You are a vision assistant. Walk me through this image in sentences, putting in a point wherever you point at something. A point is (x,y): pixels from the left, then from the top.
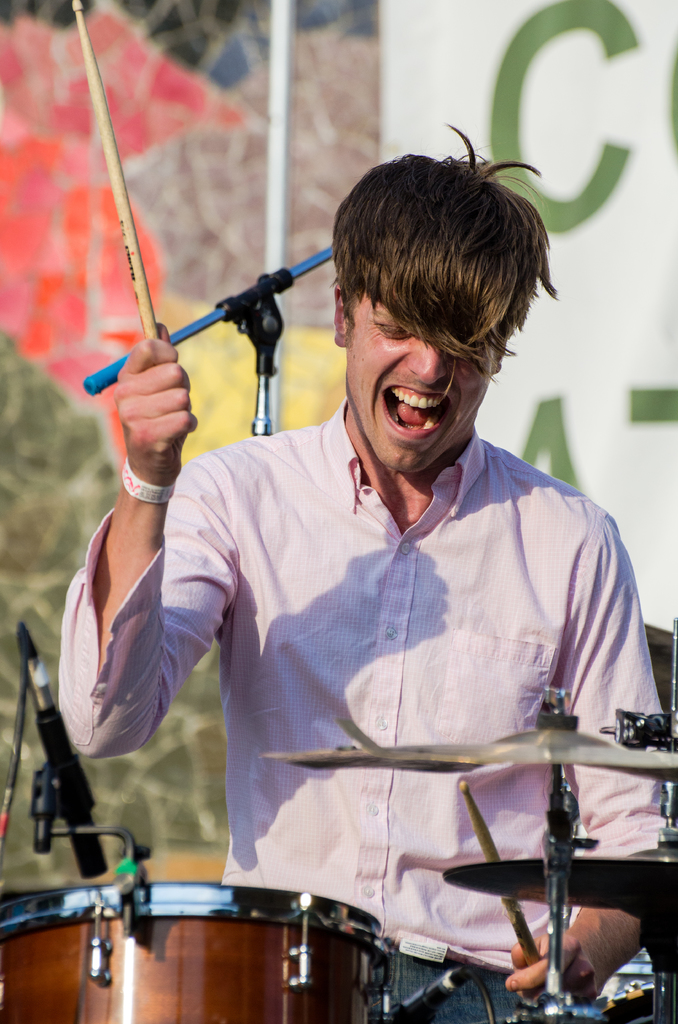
In the front of the image (362,375) I can see a person (380,605) is holding sticks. In-front of that person (310,565) there are musical instruments (375,744). In the background of the image (547,420) there is a pole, banner (526,376), mic stand (278,338) and wall (80,208).
